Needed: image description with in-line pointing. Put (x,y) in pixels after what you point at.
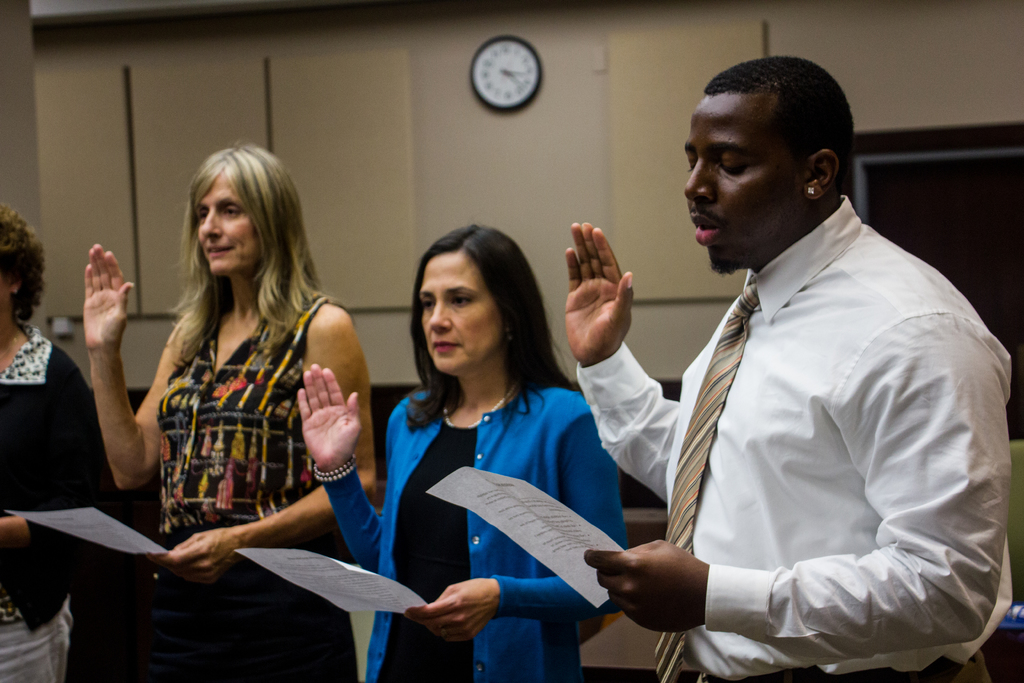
In the center of the image (632,444) there are people (289,665) standing holding papers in their hands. In the background of the image (549,197) there is wall (629,174). There is a clock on the wall (433,115).
